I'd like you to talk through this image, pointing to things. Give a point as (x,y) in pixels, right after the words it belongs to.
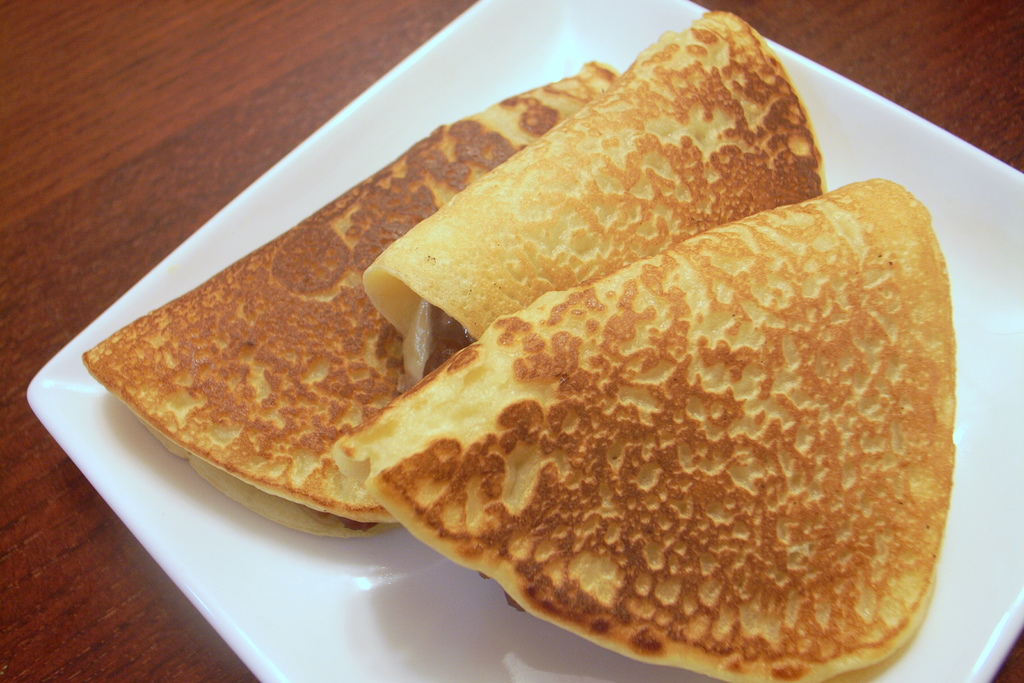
In this picture, we see a white plate (260,553) or a tray (244,520) containing the eatables (234,337) are placed on the brown table (133,211).
